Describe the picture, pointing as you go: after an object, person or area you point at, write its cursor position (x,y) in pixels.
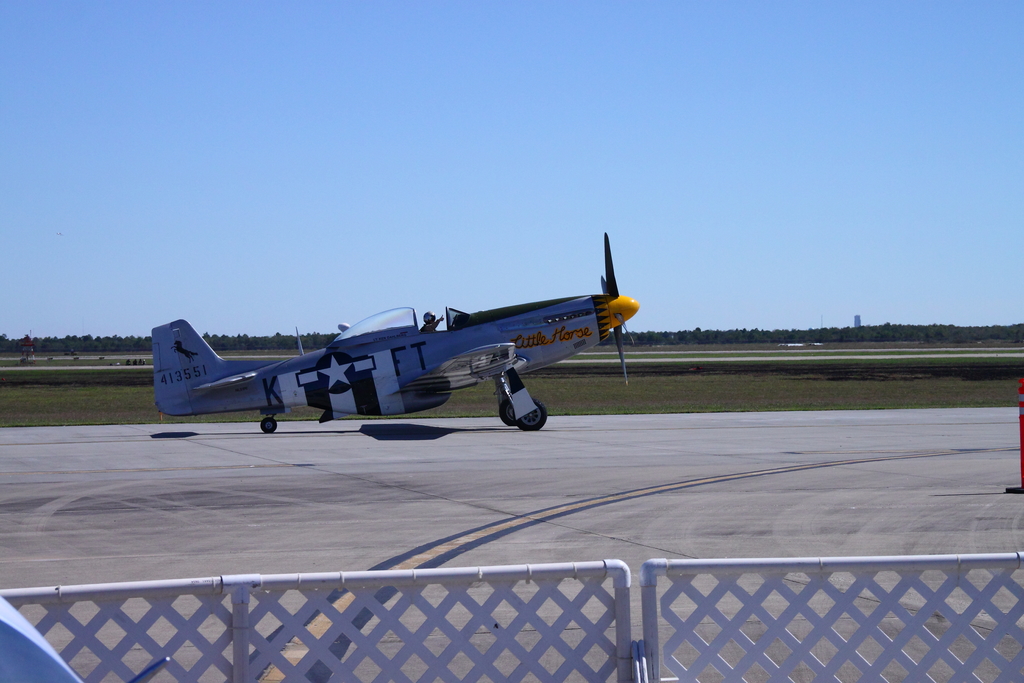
This is an outside view. In the middle of the image (491,365) there is an aircraft (337,377) on the land (551,485). At the bottom (564,643) there are two gates (250,634). In the background (903,331) there are many trees (807,338) and also I can see the grass (742,381) on the ground (753,384). At the top of the image (389,130) I can see the sky (341,143). There is one person (430,326) sitting in the aircraft (427,359).
